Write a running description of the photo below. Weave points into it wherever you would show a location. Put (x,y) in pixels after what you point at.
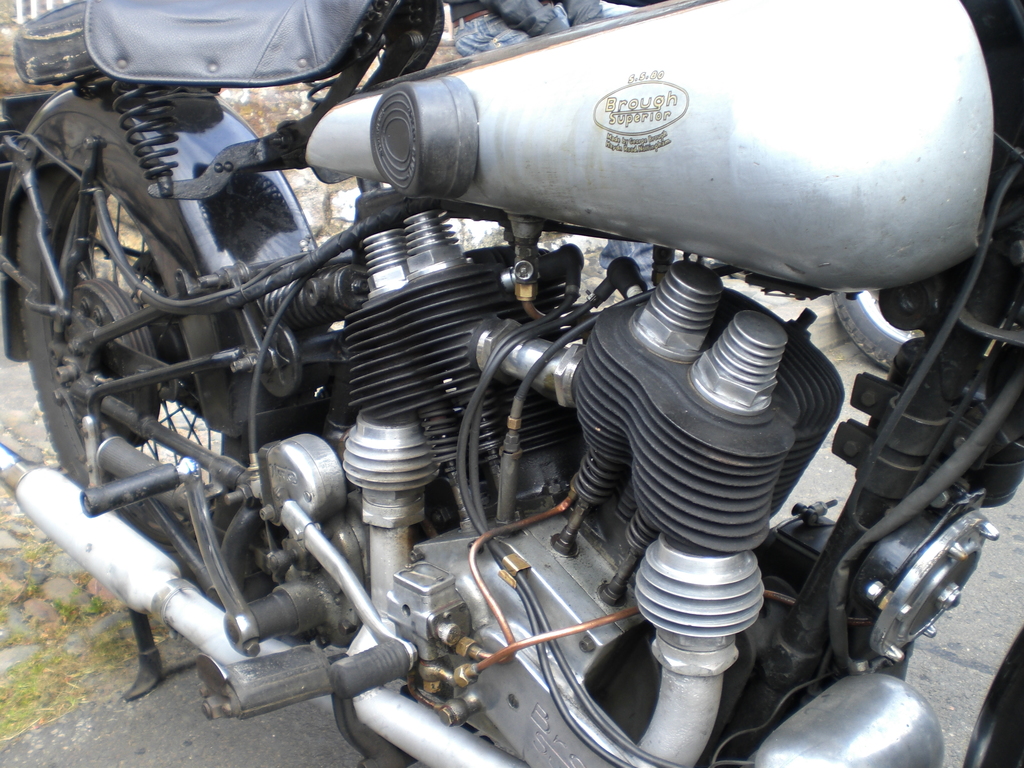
In this image, we can see motorbike (400,214) and in the background (507,20), there is a person (514,8) and at the bottom (142,699), there is a road (142,699).
